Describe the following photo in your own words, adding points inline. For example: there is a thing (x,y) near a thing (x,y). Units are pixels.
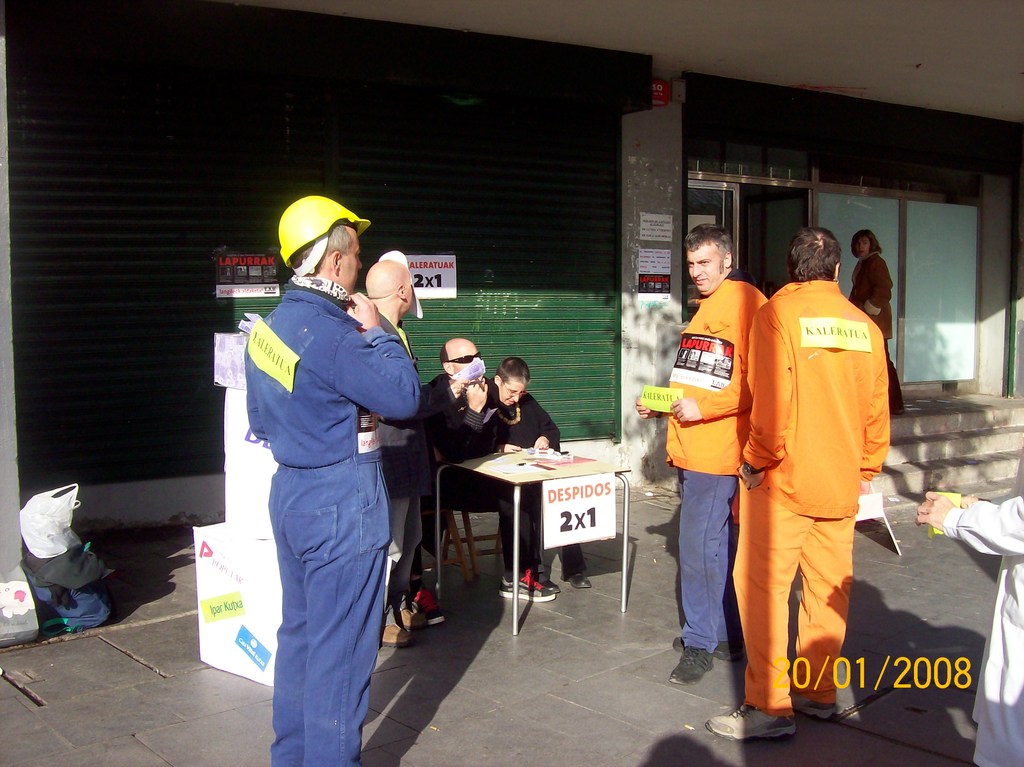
In the foreground of this image (772,394), there are four men (375,652) standing on the floor (618,707). On the right bottom (1001,628), there is another person (999,611) standing. In the background (469,392), there are two persons (487,430) sitting on the chairs (470,539) near a table (560,473) and a poster (589,503) attached to the table (531,472). On the left (66,618), there are two bags (53,559) and a cover (54,513) on the floor (135,617), a white object (241,492) and a shutter (309,148). On the right (938,367), a woman (864,270) walking, glass wall (938,348) and few stairs (957,421).
